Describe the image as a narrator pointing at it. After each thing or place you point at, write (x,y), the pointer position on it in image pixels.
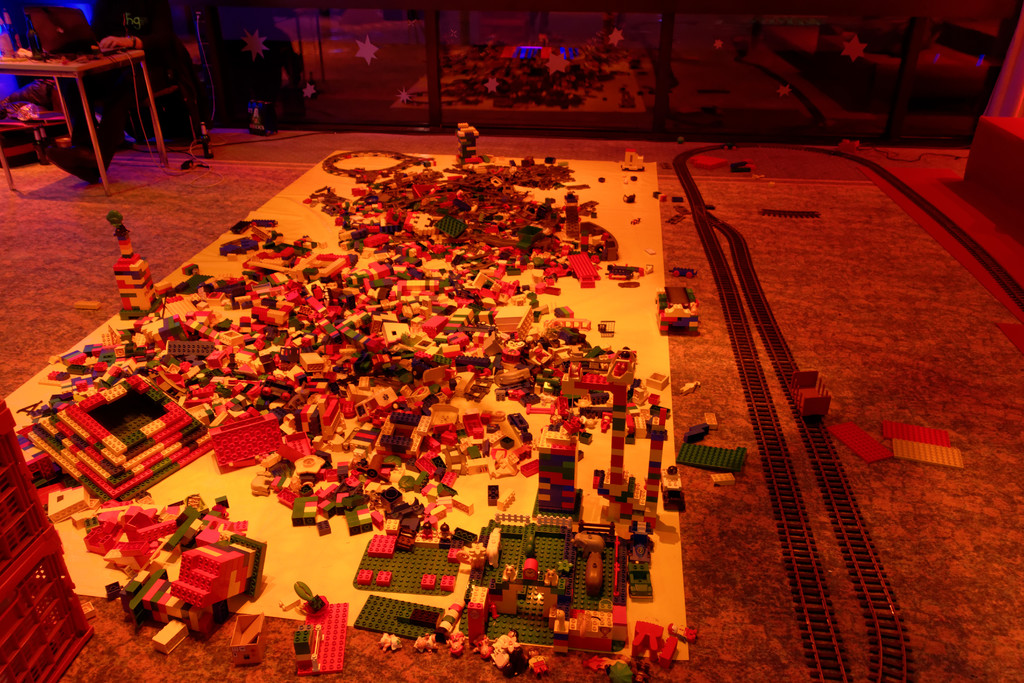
In this image we can see lego toys (474,351) on the floor (850,364), there is a person (129,79) near the table (115,60) and glass (796,60) in the background (559,65).
